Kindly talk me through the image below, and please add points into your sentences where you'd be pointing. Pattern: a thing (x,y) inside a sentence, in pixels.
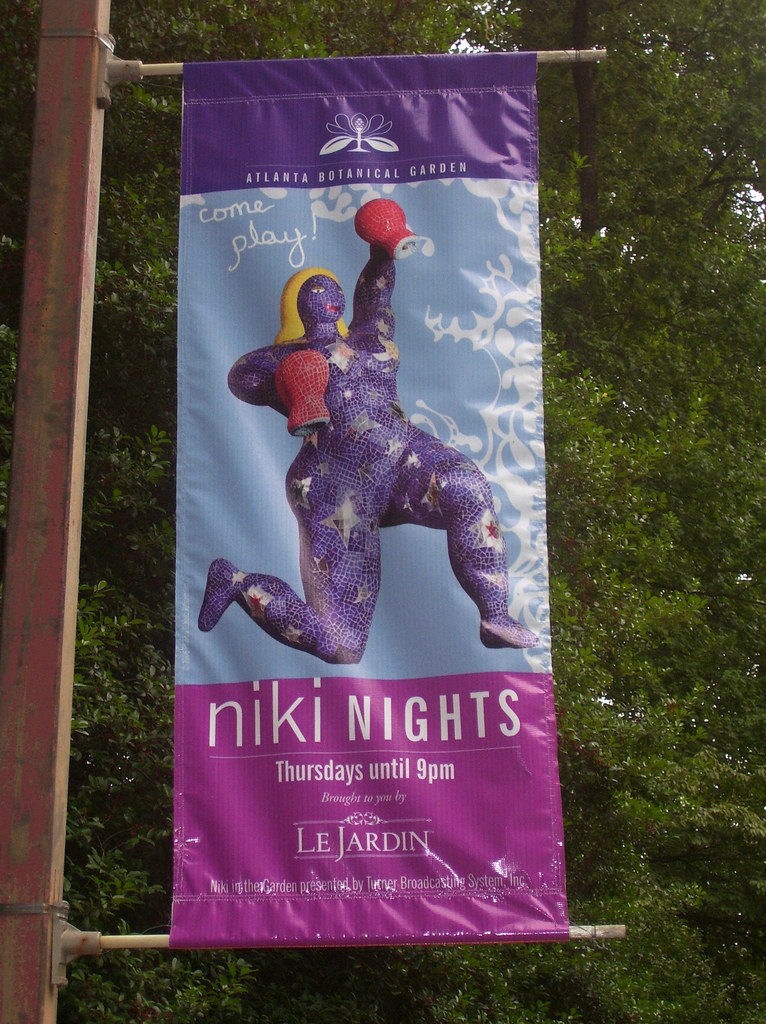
In this picture we can see a banner (393,702) attached to a pole (30,178). In the background of the image (673,632) we can see leaves (639,124).
